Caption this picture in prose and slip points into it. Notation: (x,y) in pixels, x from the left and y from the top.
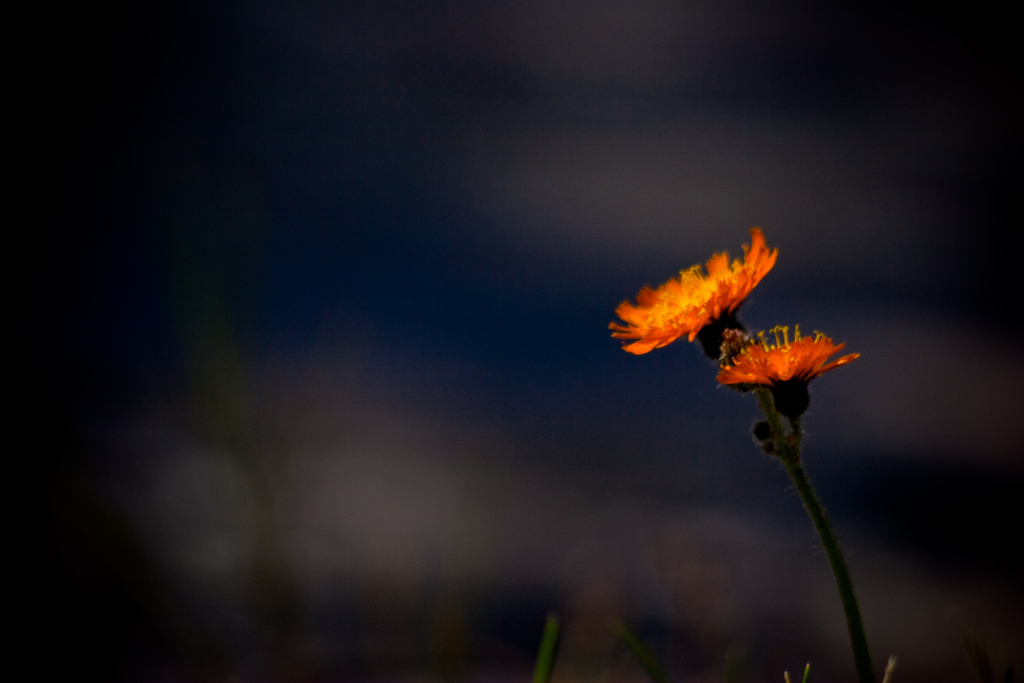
In this image there are orange flowers (706,301) at right side of this image (687,306).
